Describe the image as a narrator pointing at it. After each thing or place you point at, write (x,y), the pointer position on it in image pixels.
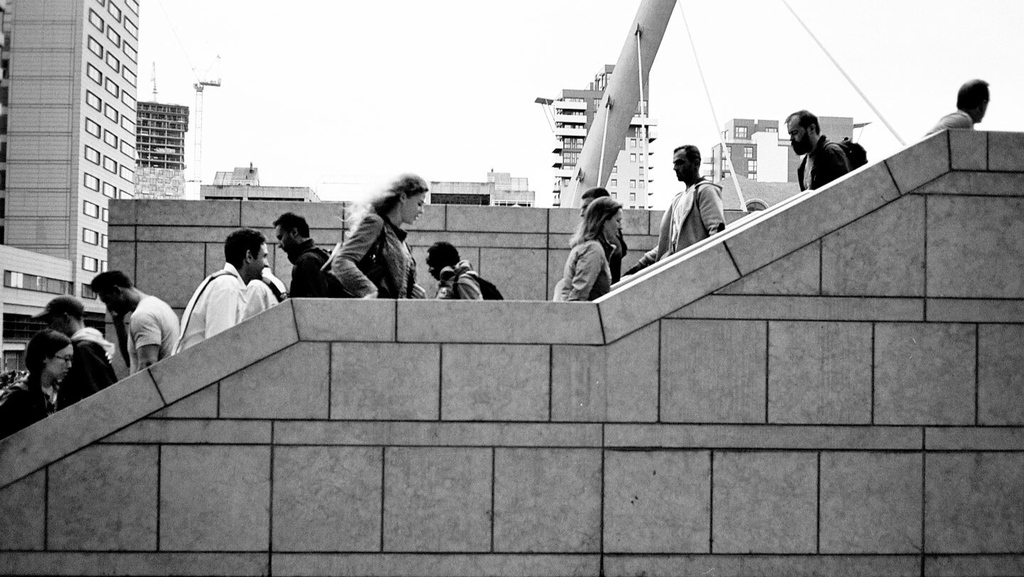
This image consists of many people (102,353) walking on the stairs (352,315). In the front (436,455), we can see a wall (401,464). In the background (26,141), there are many buildings (60,124) and skyscrapers (12,140). At the top (323,63), there is sky (328,87).
